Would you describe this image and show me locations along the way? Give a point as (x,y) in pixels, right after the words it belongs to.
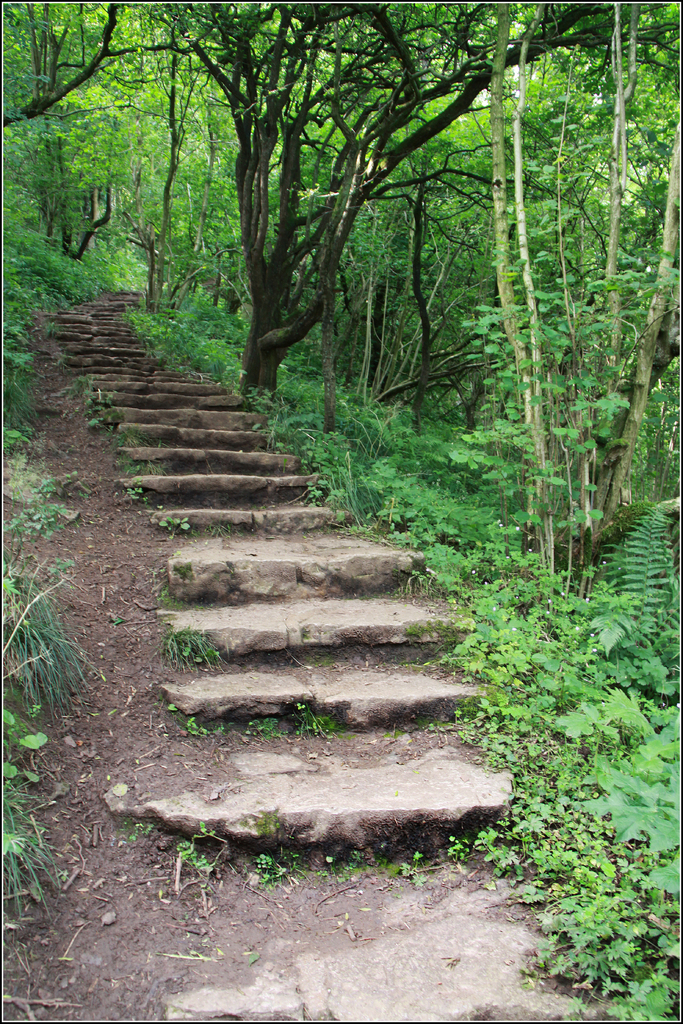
This is the picture of a place where we have a staircase (261,675) with the stones (230,594) and around there are some trees (129,156) and plants (26,359).
